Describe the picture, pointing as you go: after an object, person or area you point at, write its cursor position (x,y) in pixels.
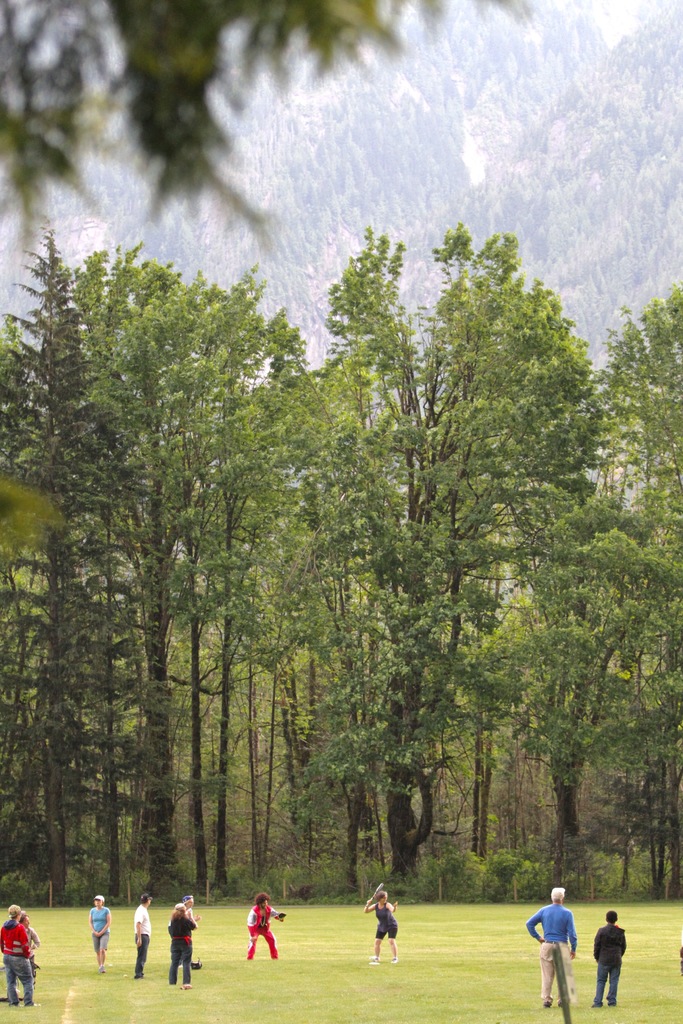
In this image we can see people (619,937) are playing on the grassy land (430,946). Background of the image (58,577), we can see trees (399,356).
